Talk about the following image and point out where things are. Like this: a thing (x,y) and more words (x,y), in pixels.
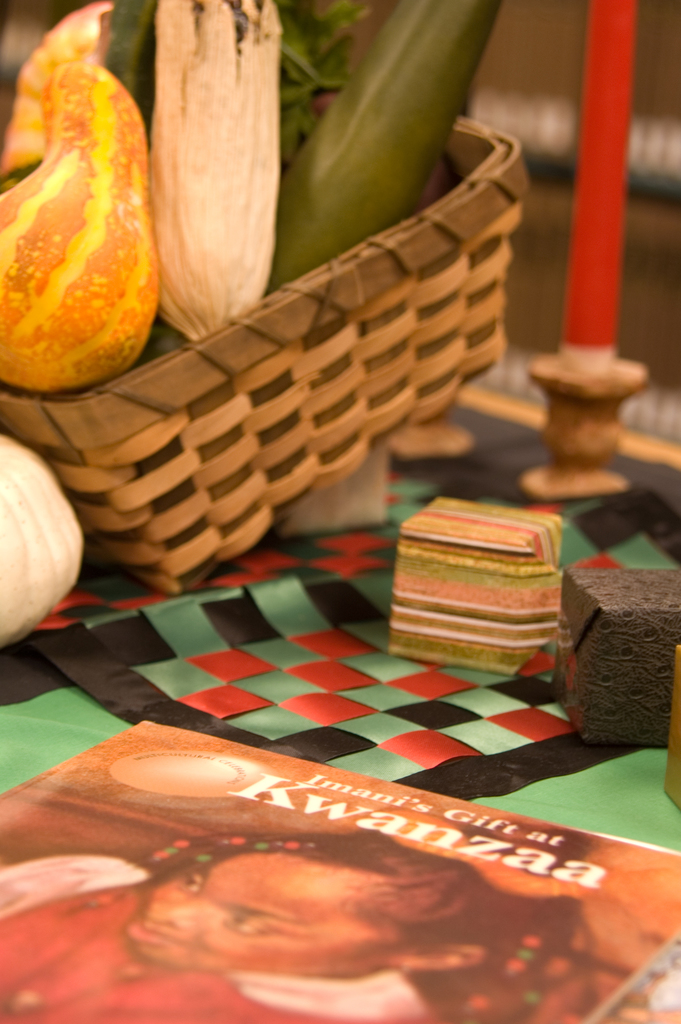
Bottom of the image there is a table (236,699), on the table (485,694) there is a book (48,780) and basket (466,288). In the basket (300,323) there are some vegetables (272,171) and there is a candle (606,59).
